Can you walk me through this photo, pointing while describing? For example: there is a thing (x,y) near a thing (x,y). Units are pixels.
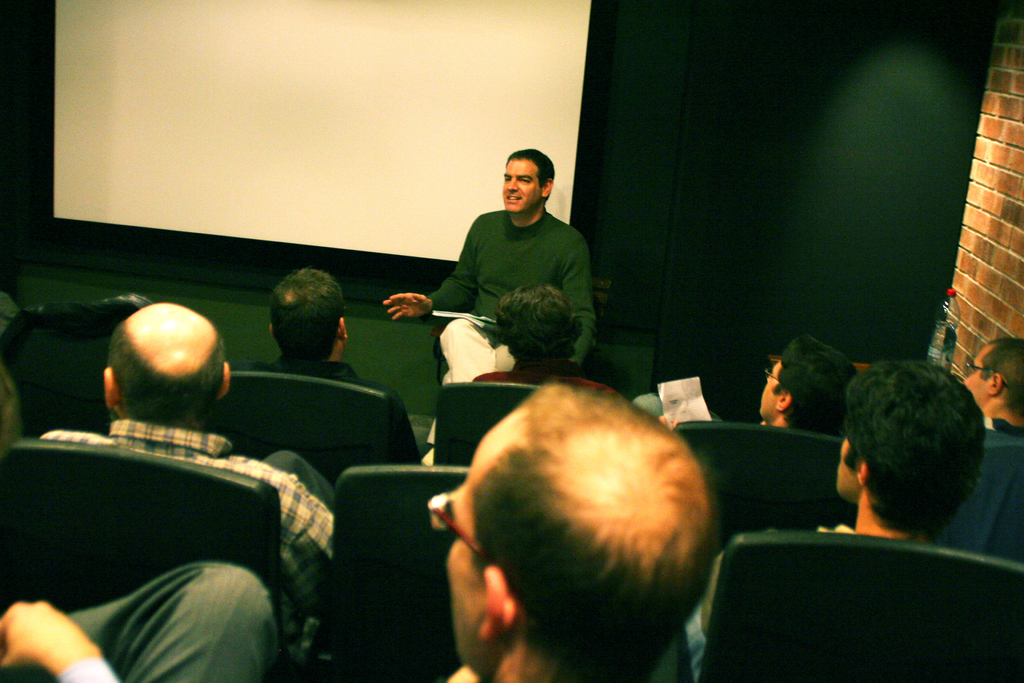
In this image I can see group of people (178,321) sitting and I can see the screen (448,76) and the background (950,142) is in green color.
